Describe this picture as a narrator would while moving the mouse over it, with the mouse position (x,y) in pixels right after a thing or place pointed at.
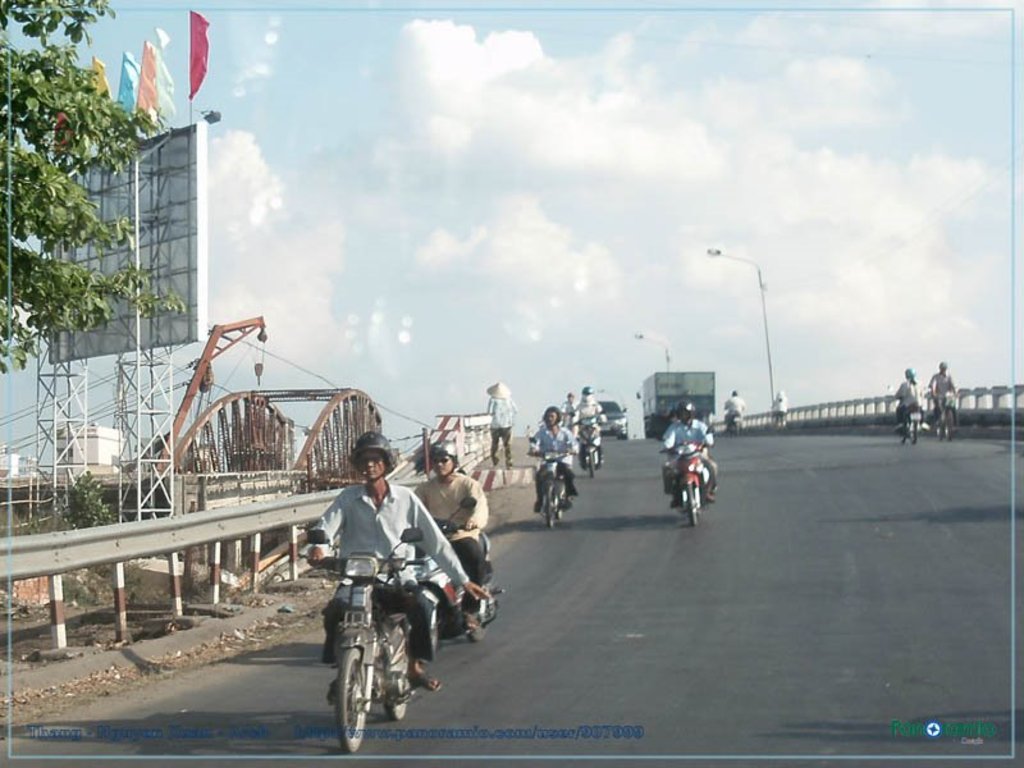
In this picture we can see vehicles (694,375) and some people (597,404) riding motorbikes (490,564) on the road (716,648) and a person (515,429) walking on a footpath (515,451), hoarding (165,290), flags (162,99), trees (4,254), buildings (79,445), poles (121,440) and in the background (258,358) we can see the sky (688,94) with clouds (808,177).
